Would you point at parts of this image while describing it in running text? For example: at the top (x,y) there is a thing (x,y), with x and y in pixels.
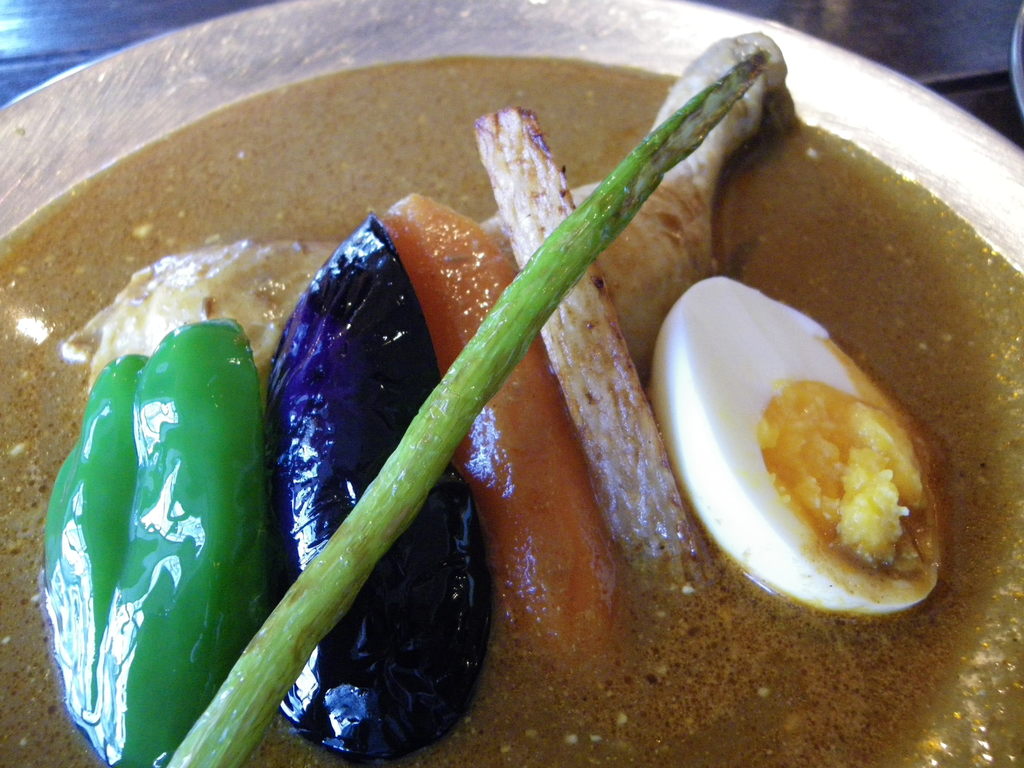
In this picture we can see some eatable item (609,300) placed in a plate (909,158).
